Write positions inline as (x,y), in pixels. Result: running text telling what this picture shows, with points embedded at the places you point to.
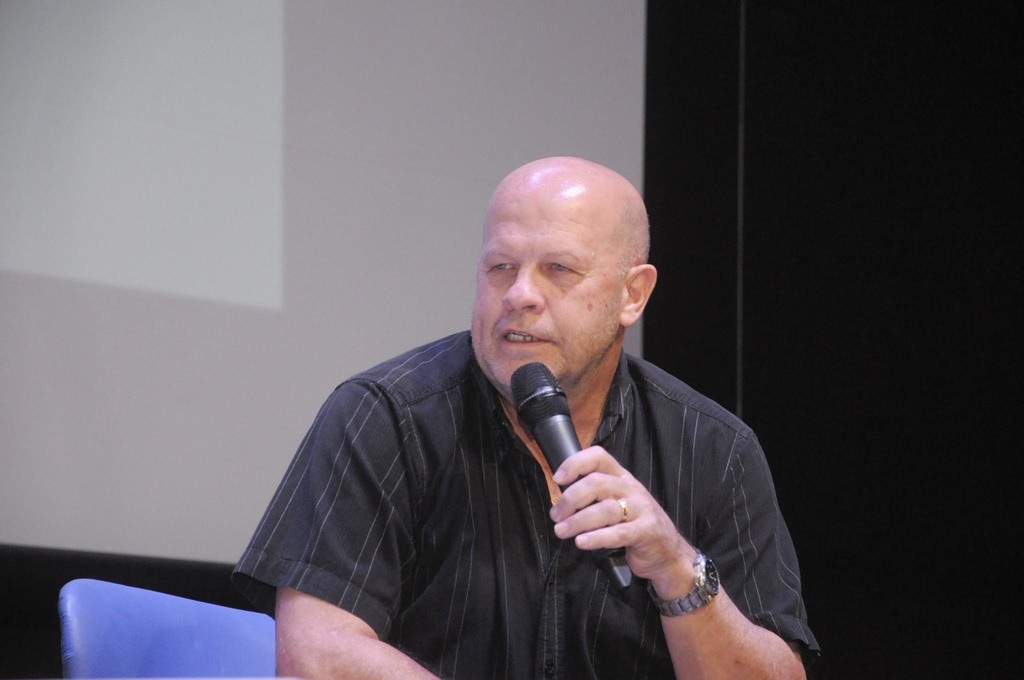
In this image I can see a person (571,408) holding the mic (556,461). In the background (254,134) there is a screen (243,205).
